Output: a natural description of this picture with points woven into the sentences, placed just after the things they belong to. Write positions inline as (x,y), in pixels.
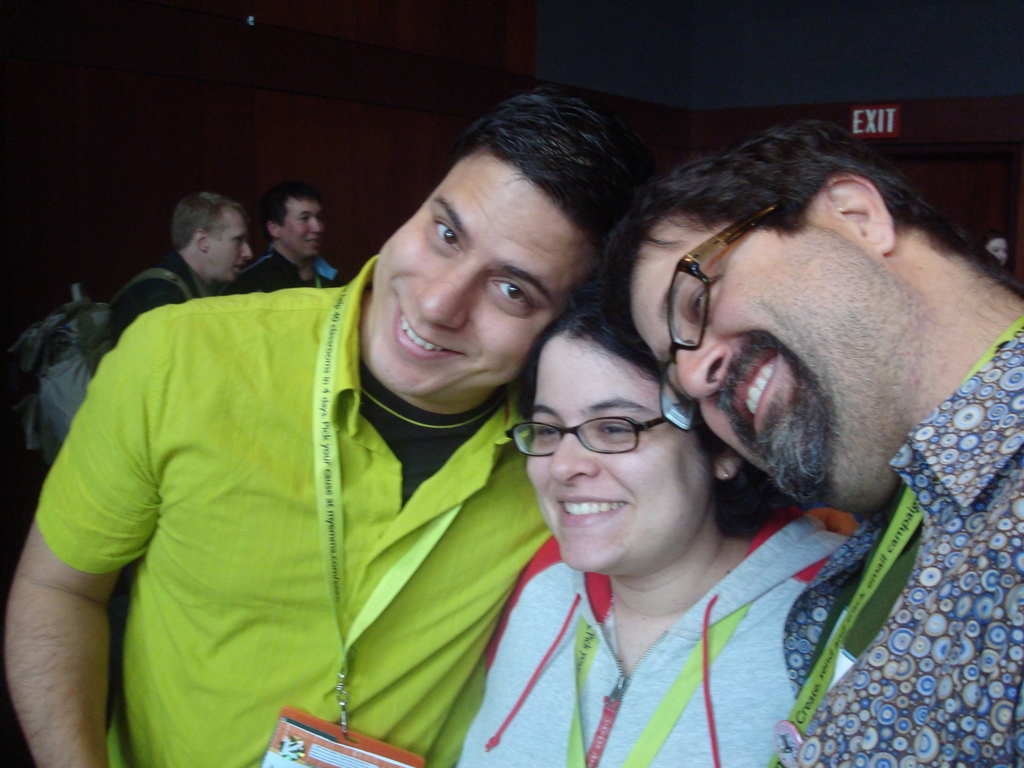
The woman (585,619) in grey and red jacket (547,635) is standing in between two men (399,454). All of them are smiling and they are wearing ID cards (297,723). Behind them, we see two men (240,277) are standing. I think they are talking. On the right side (853,132), we see a red color exit board (855,117). In the background (420,62), it is black in color. This picture might be clicked in the dark.
